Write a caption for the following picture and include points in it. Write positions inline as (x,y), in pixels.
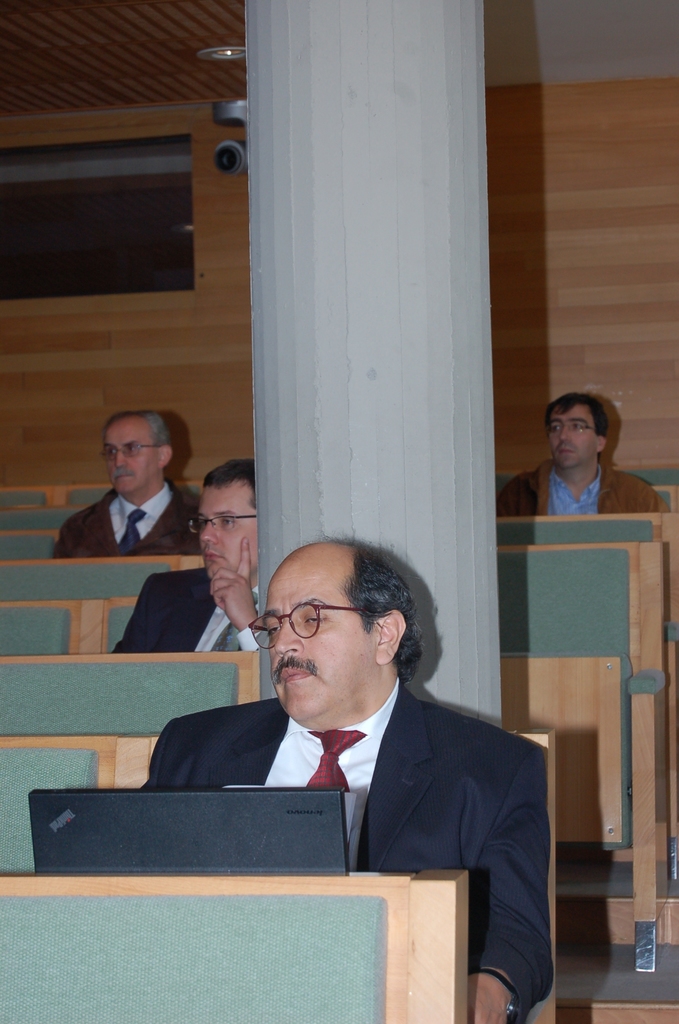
In this picture there are group of people (337,705) sitting on the benches (563,826) and there is a laptop (313,826) on the table (328,909). At the back (310,74) there is a pillar (410,18) and there is a Cc-camera (243,123) and there might be a screen (19,160) on the wall (116,310). At the top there is a light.
